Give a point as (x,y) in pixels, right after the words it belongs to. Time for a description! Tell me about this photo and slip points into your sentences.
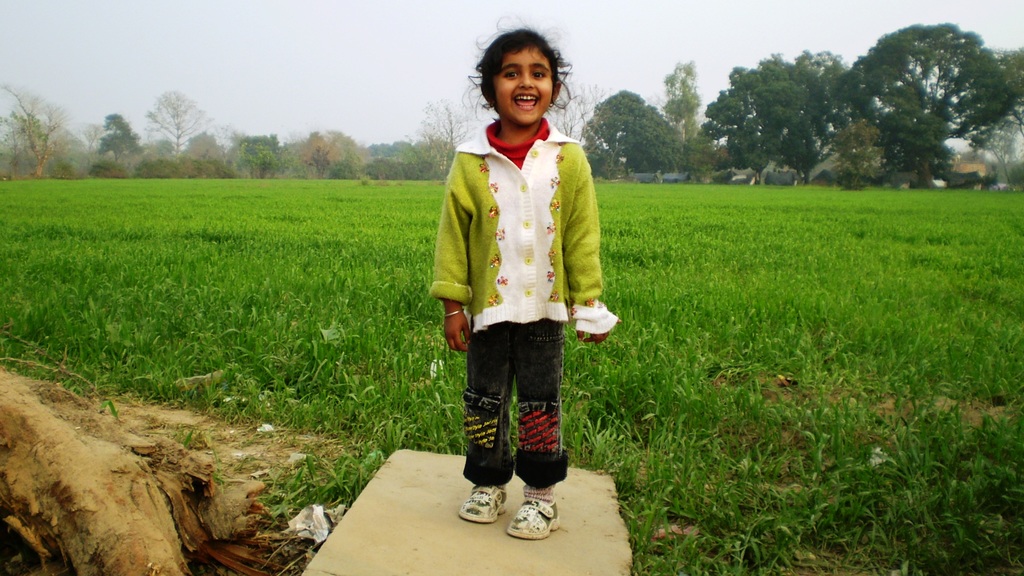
In this picture I can observe a girl (450,343) standing on the cement block (454,527). The girl (477,481) is smiling. Behind her there is some grass (331,254) on the ground (613,304). In the background (734,117) there are trees (311,156) and a sky (320,106).
